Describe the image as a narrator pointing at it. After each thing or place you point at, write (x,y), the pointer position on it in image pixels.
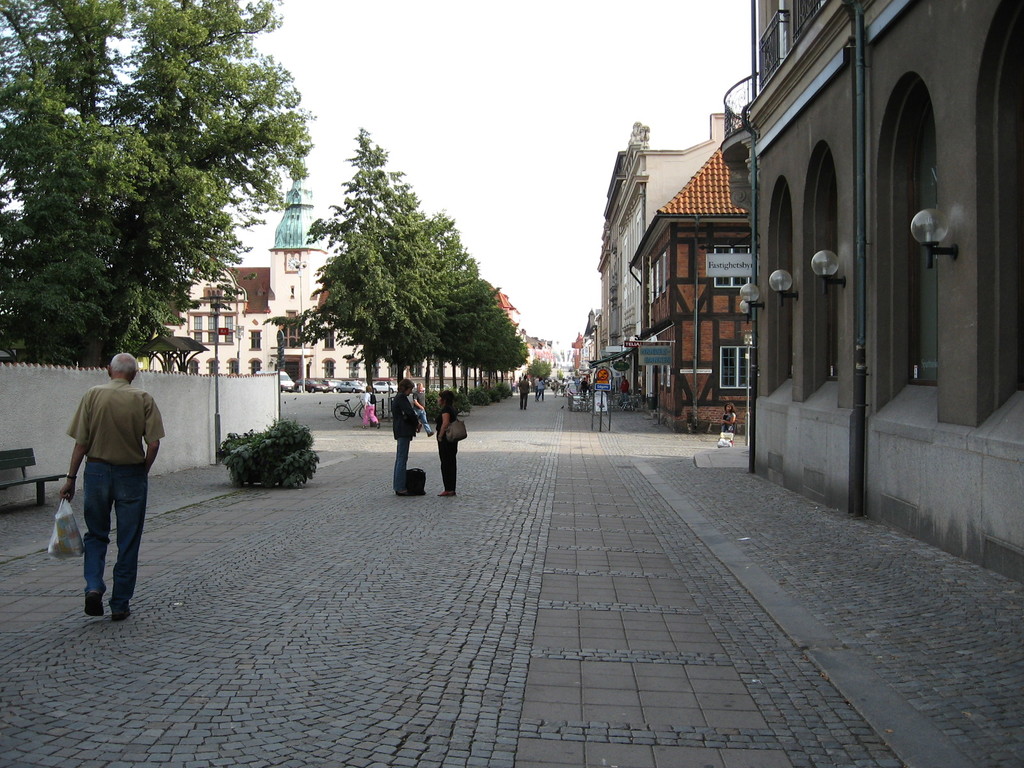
This is an outside view. Here I can see few people (147,483) standing and walking on the road (381,568). On the left side (110,460) there is a man (88,505) holding a bag (71,516) in the hand (69,486) and walking towards the back side (126,489). On both sides of the road (688,487) there are poles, trees (400,311) and buildings (890,345). At the top of the image (444,115) I can see the sky (449,69).
